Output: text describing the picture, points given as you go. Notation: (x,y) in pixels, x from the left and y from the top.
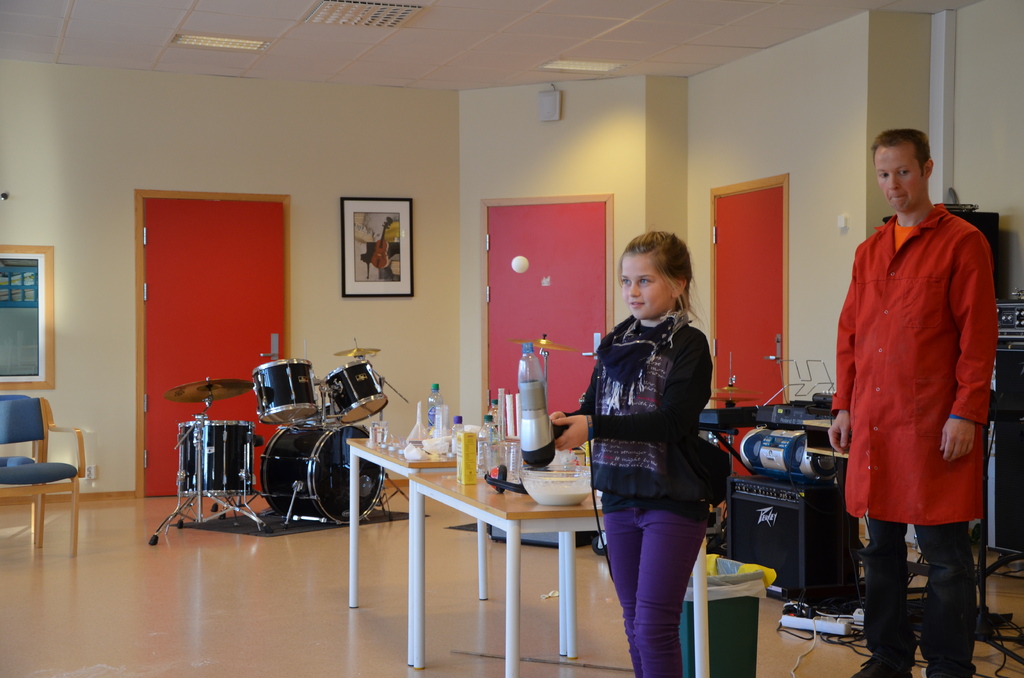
As we can see in the image there is a white color wall (83,214), red color door (224,280), photo frame (354,282), two people (876,474) standing in the front (612,538) and there are musical drums (300,466) and in the front (502,510) there is a table (502,510) and on table (445,469) there is a bottles (493,459) and bowls (534,491).
